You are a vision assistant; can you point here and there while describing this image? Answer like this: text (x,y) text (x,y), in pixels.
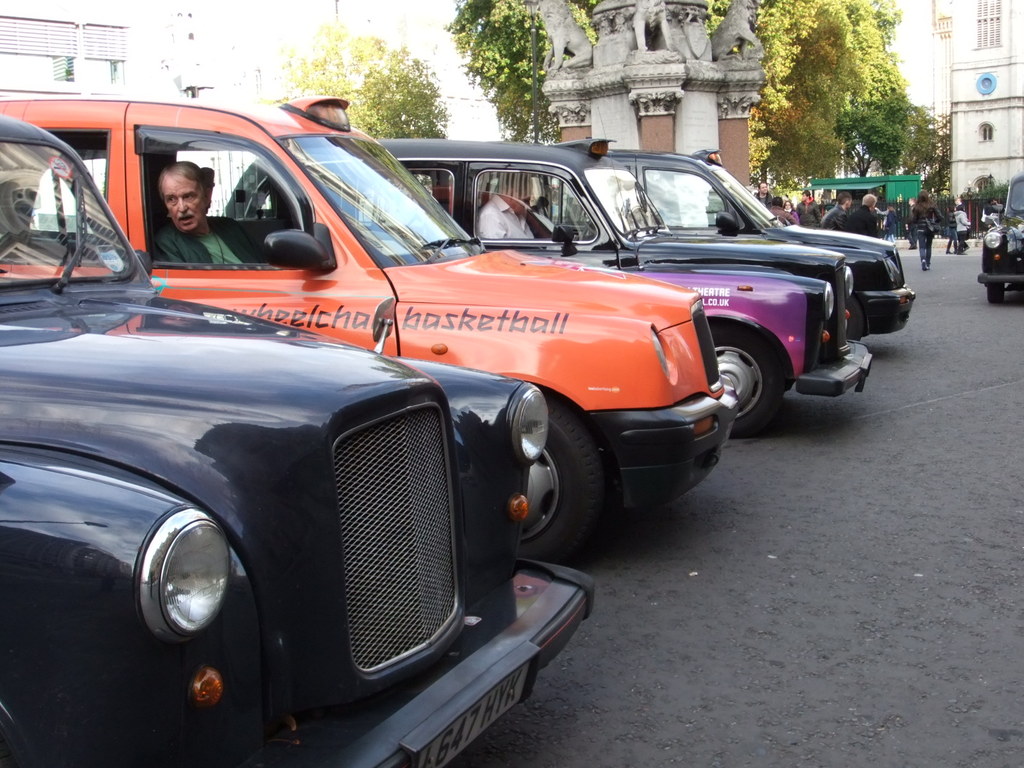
In this image I can see few vehicles (476,327) and in two vehicles (414,174) I can see few men (177,204) are sitting. In the background (483,109) I can see few sculptures (570,73), few buildings (1006,181), few trees (790,48), one more vehicle (991,237) and I can also see few people (811,196) are standing in the background (931,231). In the center of this image (494,322) I can see something is written on one vehicle (352,307).
